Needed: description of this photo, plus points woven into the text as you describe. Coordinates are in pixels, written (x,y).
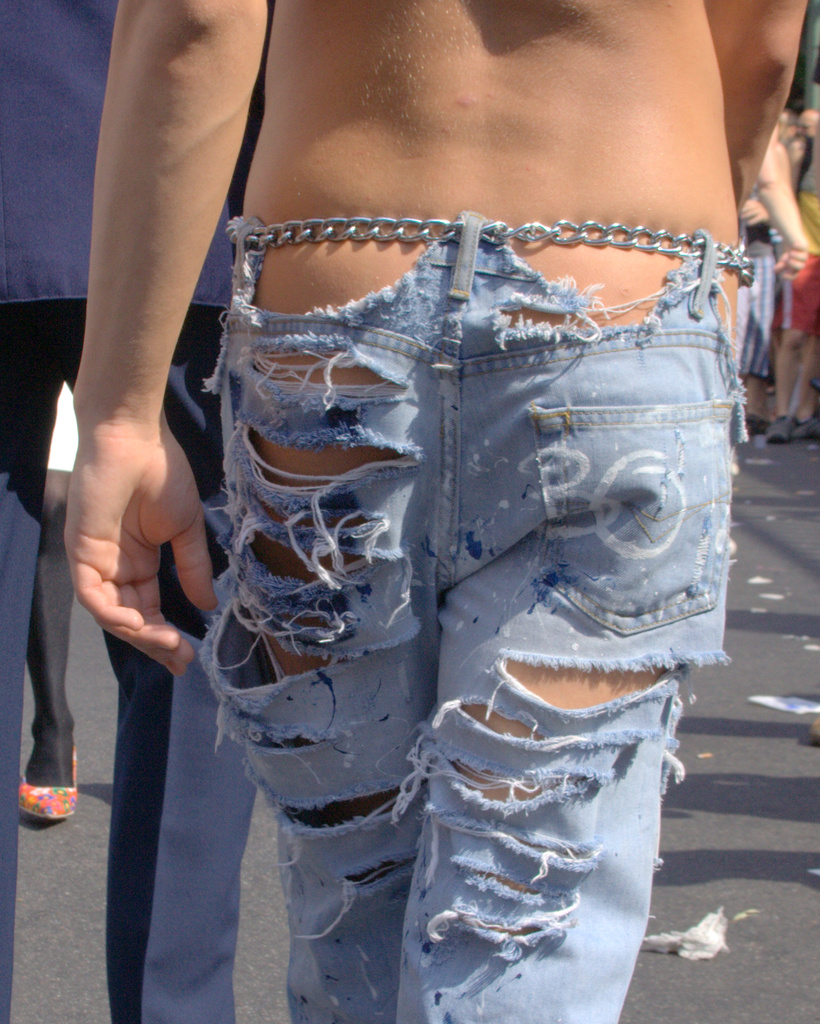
In this picture we can see a person (432,561) wearing torn jeans (422,658) and walking on the road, in front we can see few people (196,391) are walking.
